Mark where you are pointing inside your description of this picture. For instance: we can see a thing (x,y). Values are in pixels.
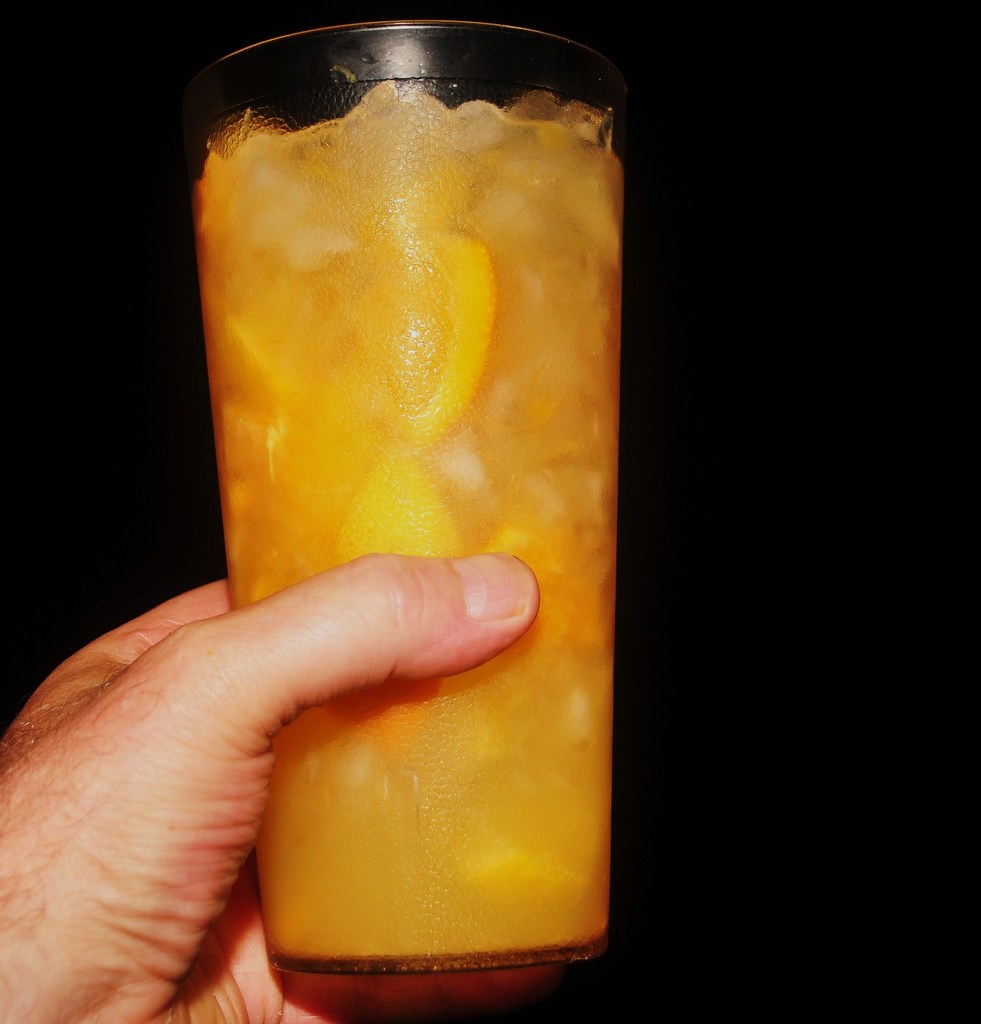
In the image there is a person hand (186,717) holding a glass (360,952). There is an orange juice (432,395) in the glass (460,477).
